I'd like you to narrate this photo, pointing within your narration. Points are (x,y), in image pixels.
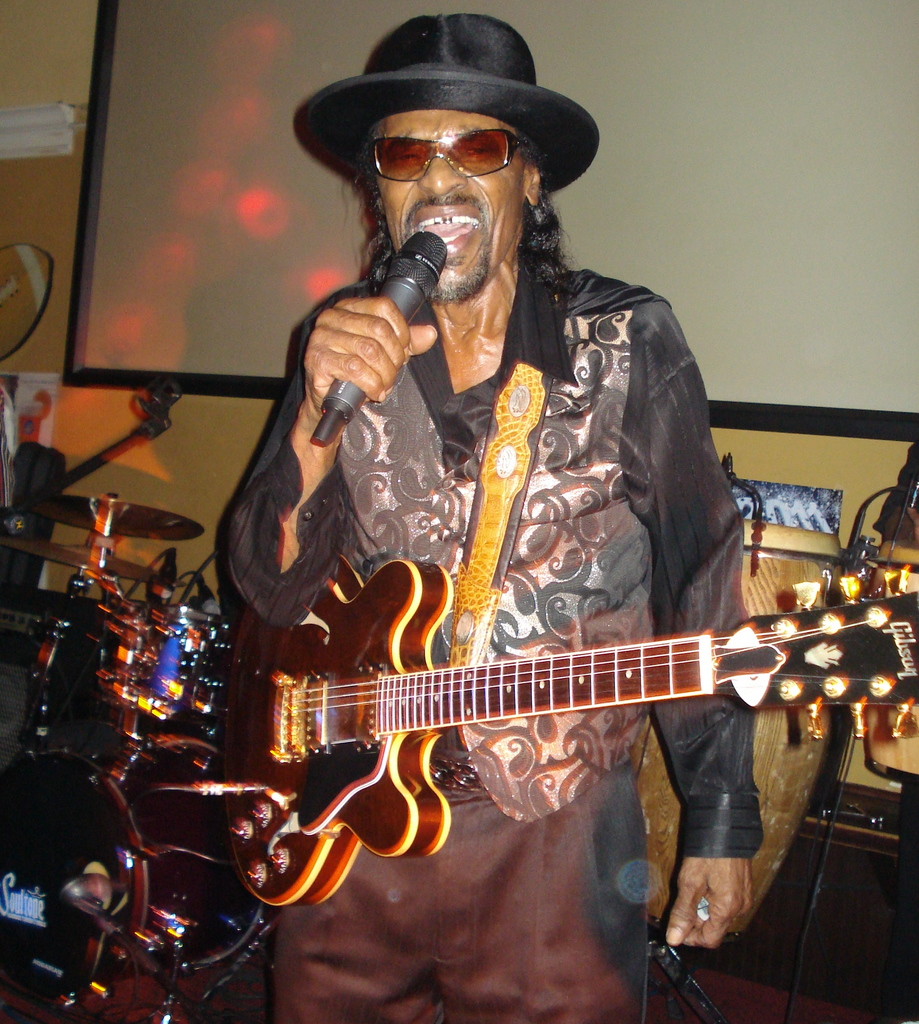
He is a musician (517,202), he is singing a song, he is wearing goggles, a black color hat (364,84), he is holding mike (409,267) in his right hand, he is wearing a brown color guitar (369,812), he wore brown color dress (642,590). In the background (748,358) there is a projector screen (175,197) and cream color wall (46,46). To his left side there are few other musical instruments (64,726).
